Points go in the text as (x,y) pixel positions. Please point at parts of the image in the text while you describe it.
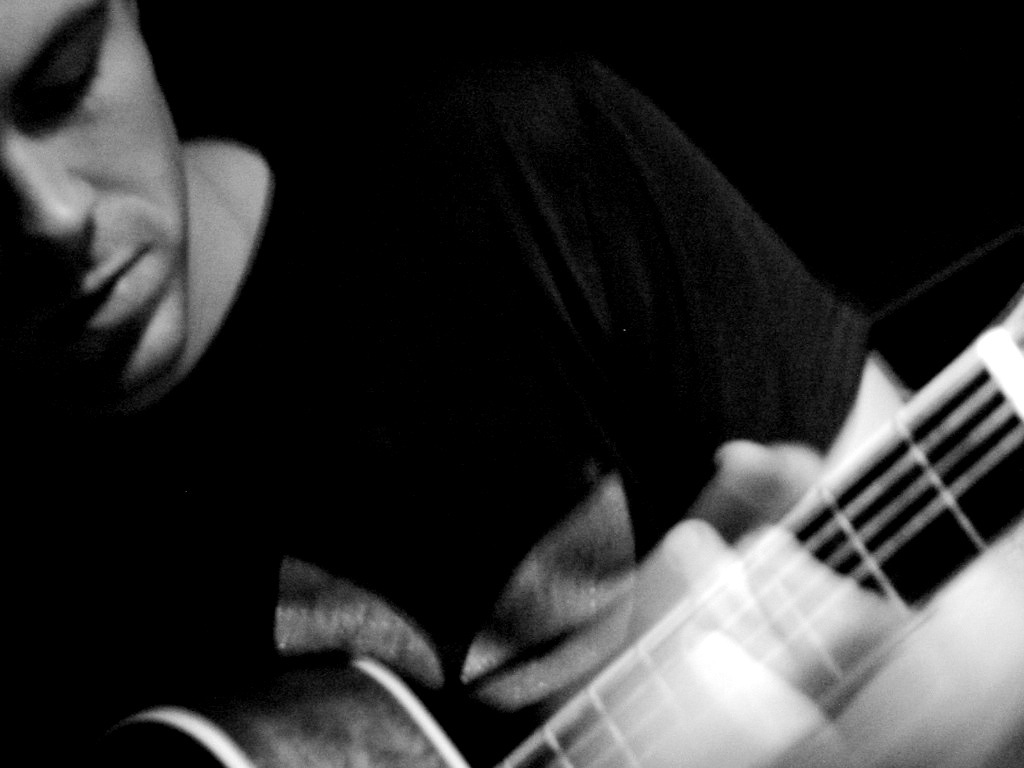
In the picture we can find a man (76,153) wearing a black T-shirt (584,338) near to the musical instrument guitar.
